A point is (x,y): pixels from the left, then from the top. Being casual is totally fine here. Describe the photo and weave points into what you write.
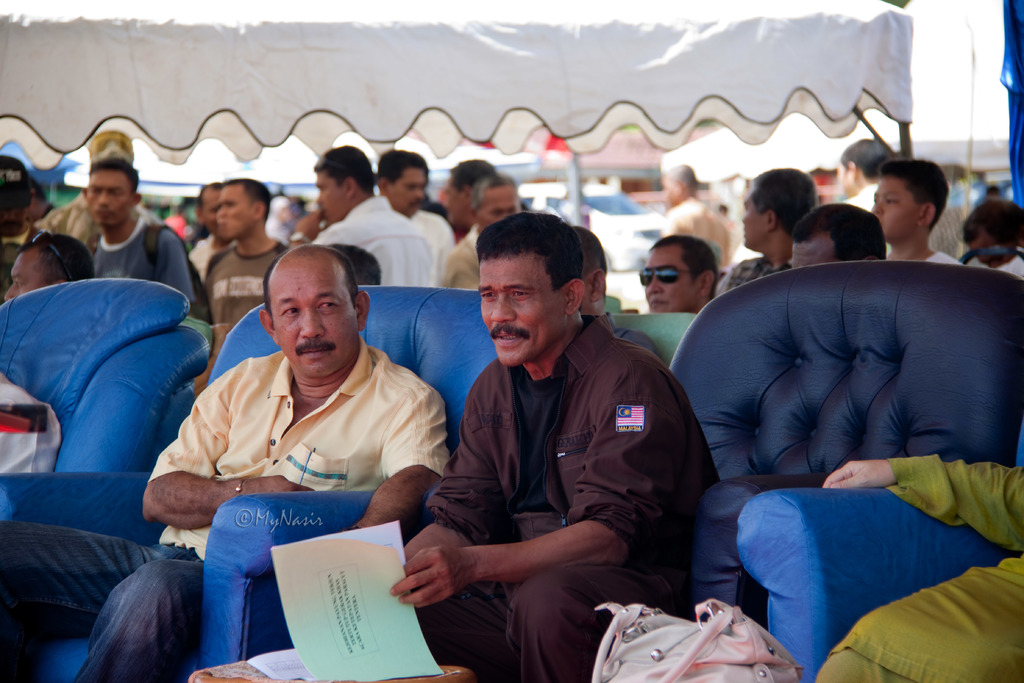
In this image we can see a few people (358,439), among them some are sitting and some are standing, also we can see some objects (833,44) like tent (824,54), pole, book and a bag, in the background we can see some buildings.
